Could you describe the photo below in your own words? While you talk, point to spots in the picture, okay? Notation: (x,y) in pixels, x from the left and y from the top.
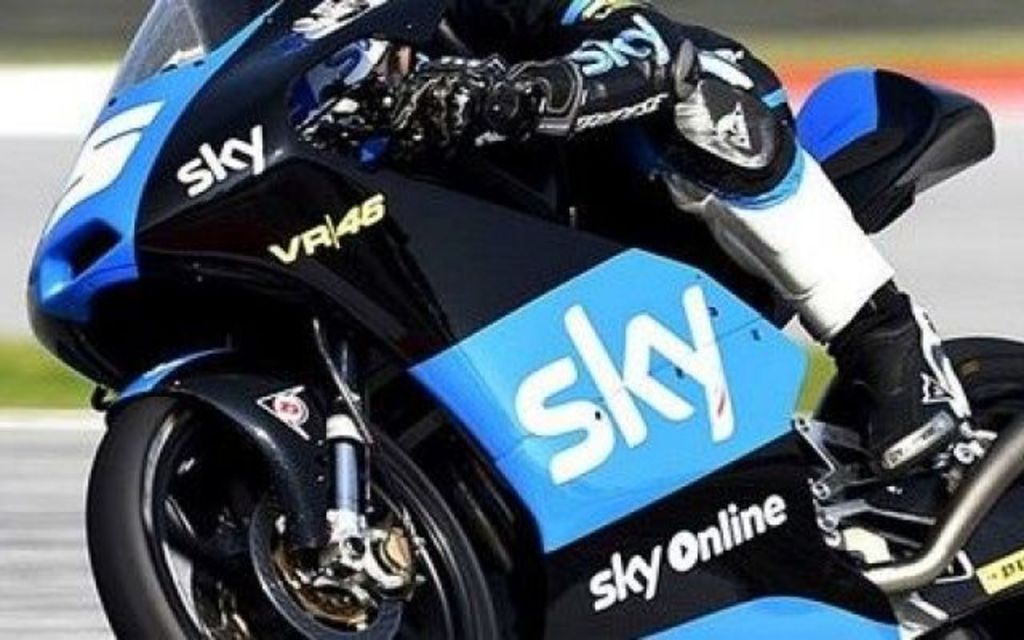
In this image i can see one person (584,37) riding sports bike (404,442) and some text (722,434) written on it.
